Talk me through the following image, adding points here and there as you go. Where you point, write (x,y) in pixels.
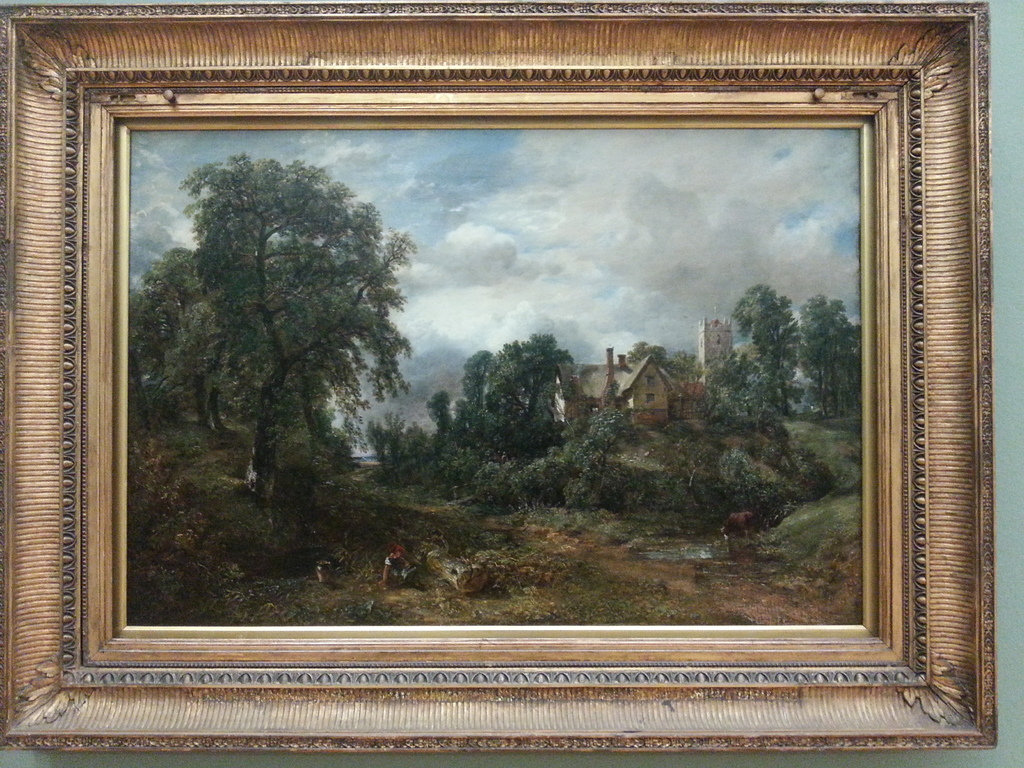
In this image we can see one photo frame (954,69) attached to the pale green wall (1016,177), in this photo frame (653,539) we can see one house (696,397), one building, some objects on the ground (851,487), some trees (845,335), bushes (678,501), plants (183,486) and grass (563,615) on the ground (711,573). At the top (673,230) there is the cloudy sky (702,233).
